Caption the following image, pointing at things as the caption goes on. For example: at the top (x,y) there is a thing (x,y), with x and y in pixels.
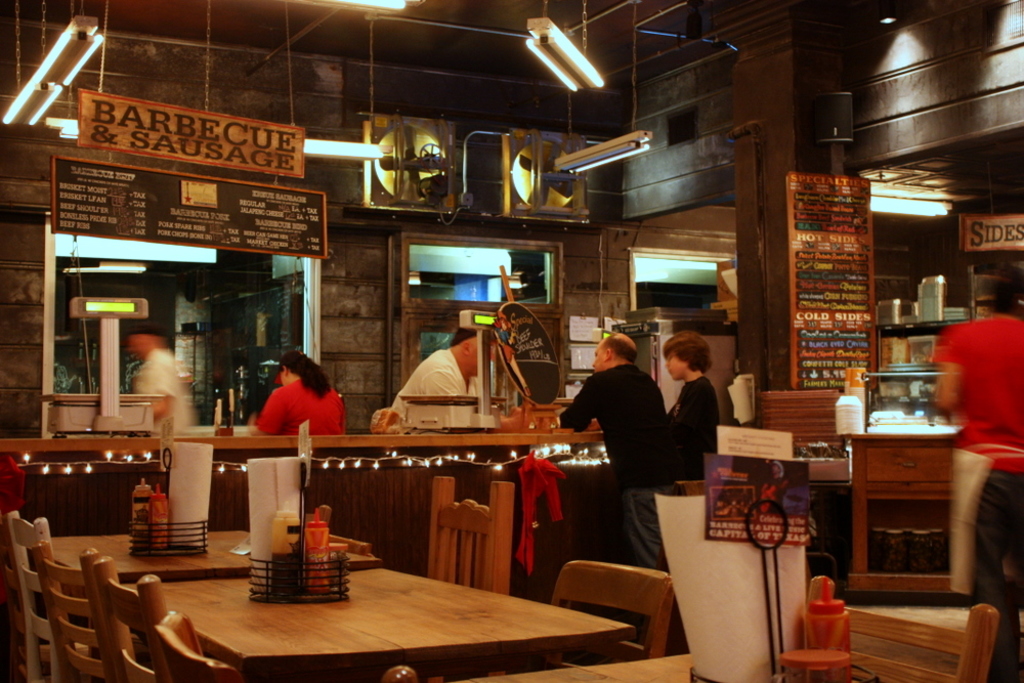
In this image there are two persons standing before the desk (588,501) and three persons (164,372) are standing behind the desk (433,443). There is a weighing machine (467,401) on the desk (356,445). At the left side (227,610) there are tables (208,620) and chairs (196,675) on it there are bottles (309,538) on stand (274,579). Right side (1000,495) there is a person (1000,479) above him there is a name board (1016,247). On top of the roof (918,165) lights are hanged.
